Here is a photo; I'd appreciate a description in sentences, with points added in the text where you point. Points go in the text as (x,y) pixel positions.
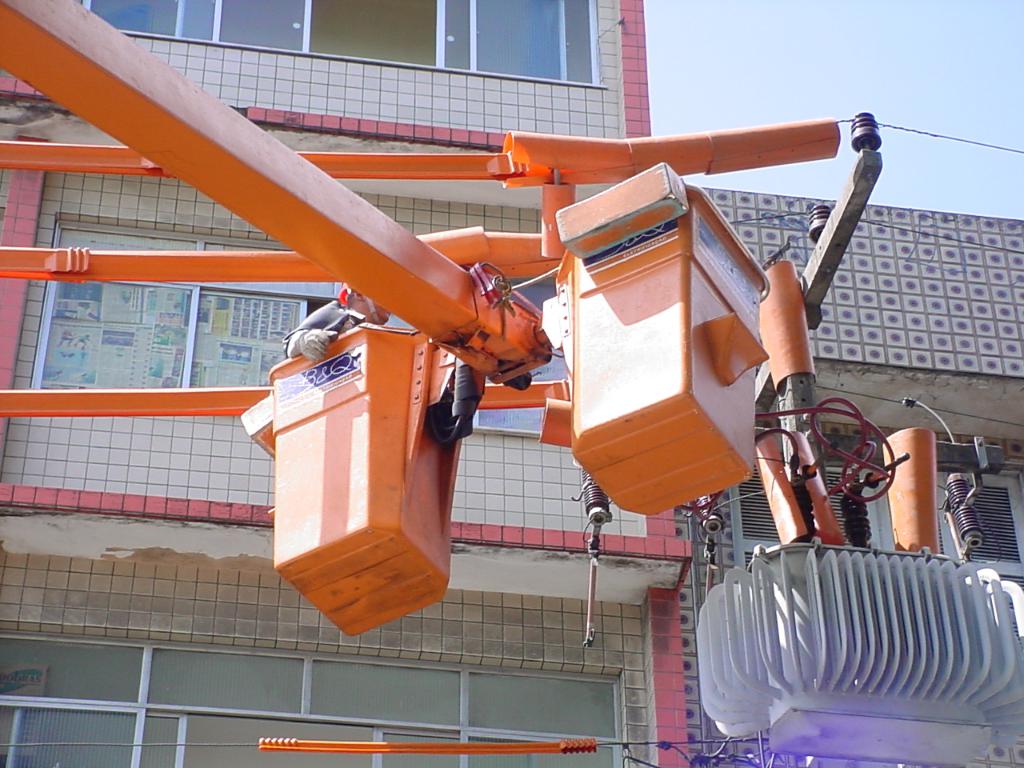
In the image it looks like there is a machine (295,405) in the foreground (432,286) and behind the machine (333,207) there is a building (440,197).
